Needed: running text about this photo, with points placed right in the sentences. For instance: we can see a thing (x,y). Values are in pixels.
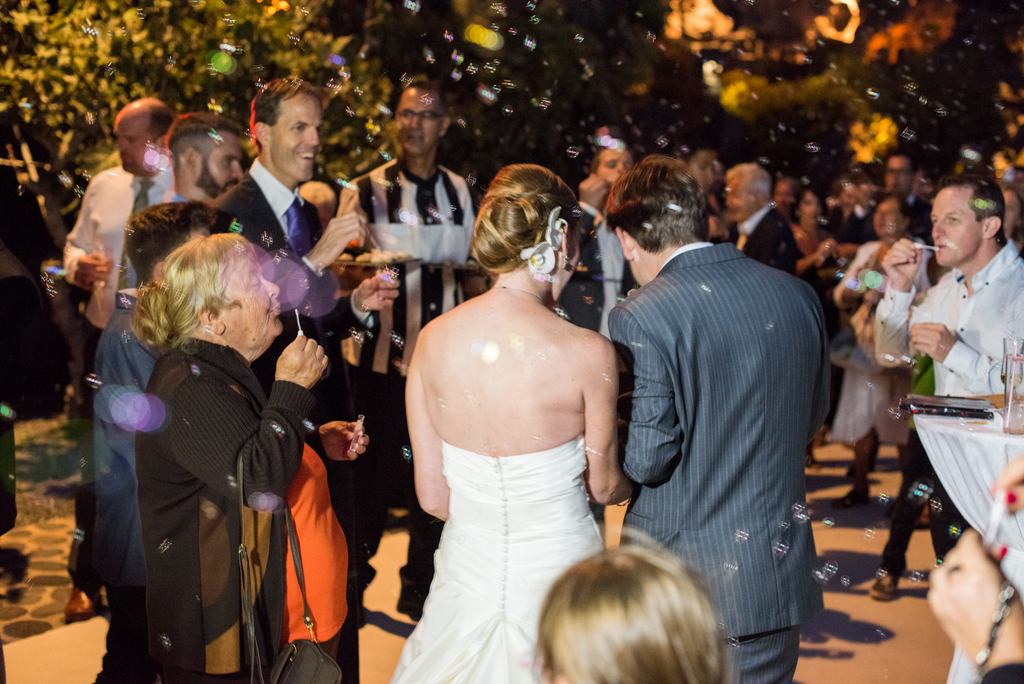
In this picture i can see group of people (309,432) are standing on the ground (54,610). Among these people (348,191) some are holding some objects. I can also see bubbles (487,354) in the air (365,148). On the right side (990,532) i can see some objects (1000,505).
